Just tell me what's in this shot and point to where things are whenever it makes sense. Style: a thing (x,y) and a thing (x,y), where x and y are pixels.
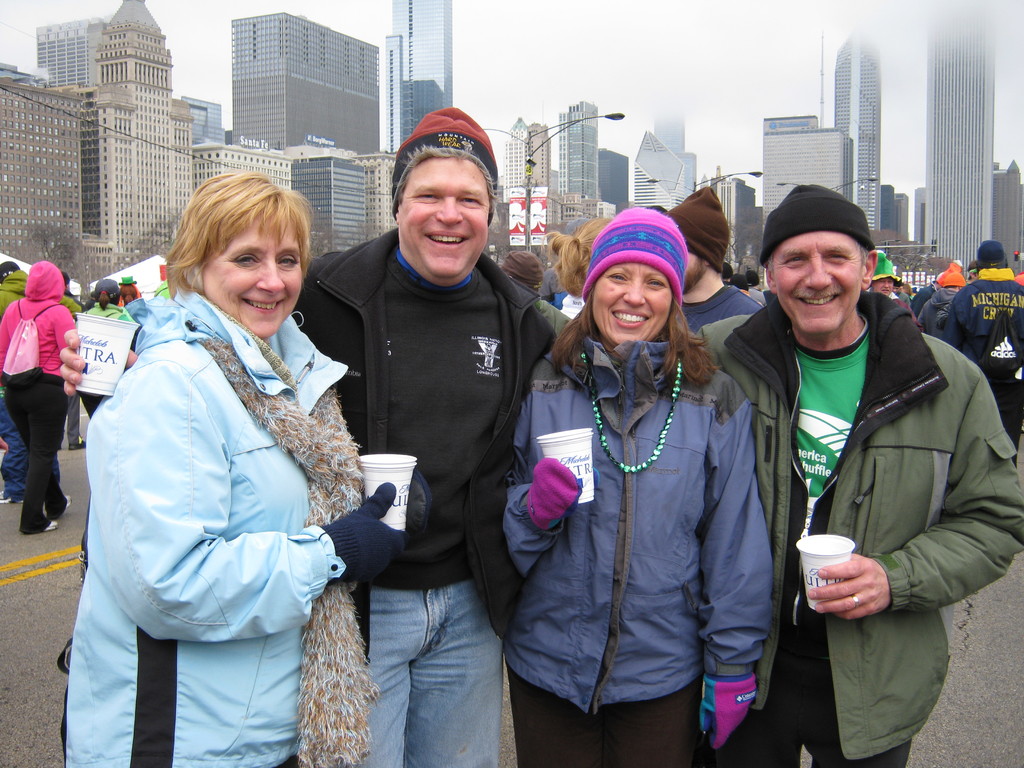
There are people (339,372) standing in the foreground area of the image (306,316), there are people (454,193) holding cups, buildings (641,184) and the sky (191,38) in the background (805,162).
